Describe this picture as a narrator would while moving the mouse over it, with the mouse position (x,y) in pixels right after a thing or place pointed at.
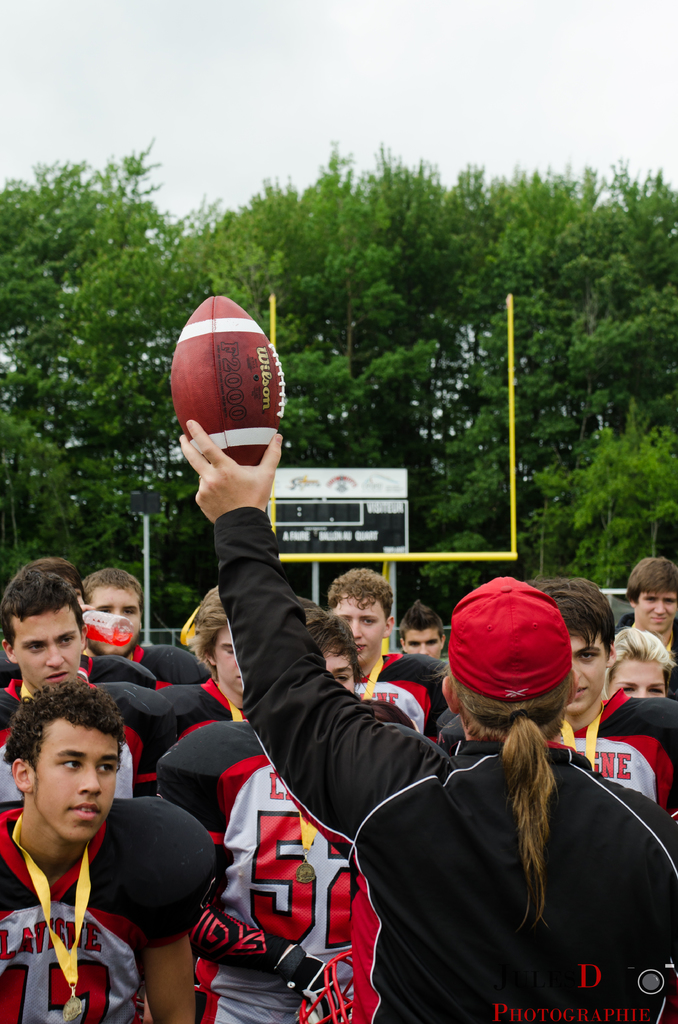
This image consists of many people (294,872). In the front (492,805), the person (411,789) is holding a ball (269,428). In the background (71,341), we can see a goal post (510,493) and many trees (405,243). At the top (208,147), there is a sky (232,146). It looks like they are playing american football.
